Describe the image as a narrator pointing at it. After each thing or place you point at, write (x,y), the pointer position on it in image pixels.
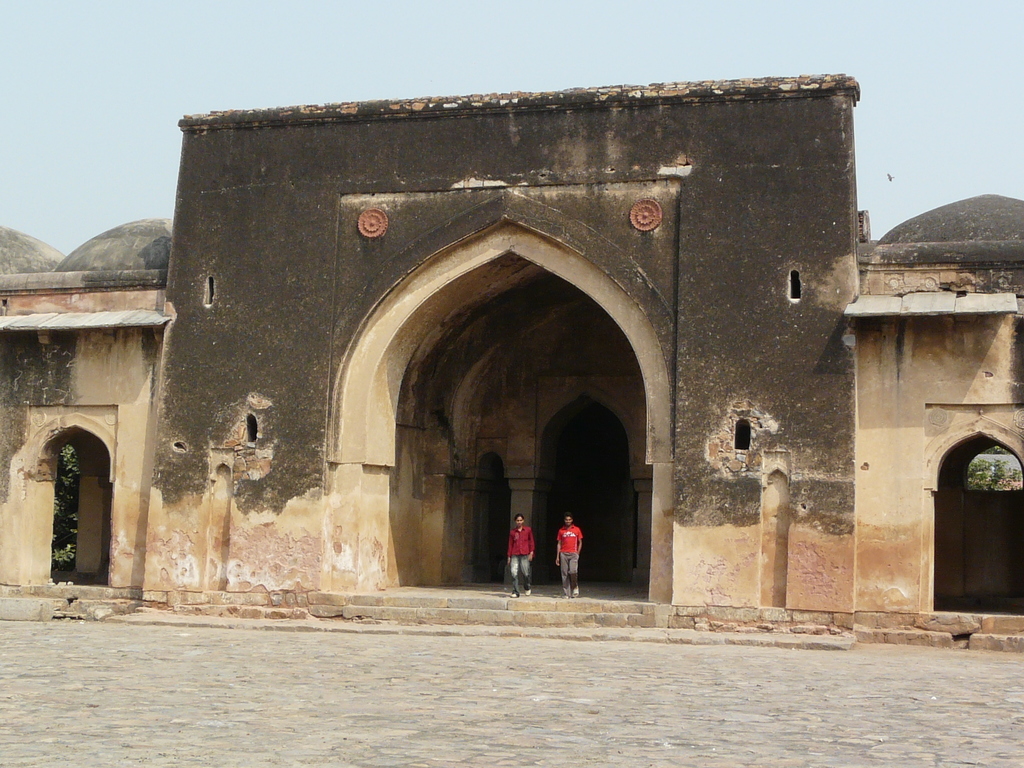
In this picture there is a old fort wall (795,310) with huge arch (367,381). In the middle of the photograph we can see two boys (570,575) wearing red color t-shirt (563,543), standing and looking into the camera. In the front (290,701) bottom side there is a cobble stones (456,681) on the ground (644,681).
